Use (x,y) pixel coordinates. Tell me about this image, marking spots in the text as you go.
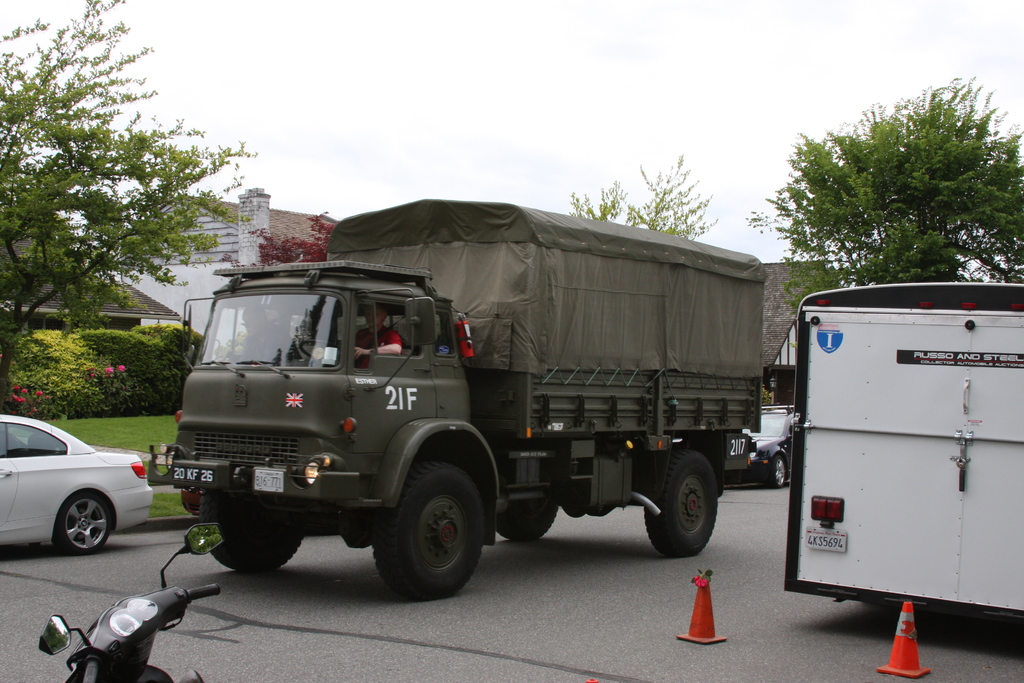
In this image we can see a group of vehicles (443,492) on the road (479,599). We can see a person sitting in a truck (396,407). We can also see some traffic poles (702,617), trees (130,254), grass (153,432), some plants (110,404) with flowers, a house (153,312) with roof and the sky (558,153).
